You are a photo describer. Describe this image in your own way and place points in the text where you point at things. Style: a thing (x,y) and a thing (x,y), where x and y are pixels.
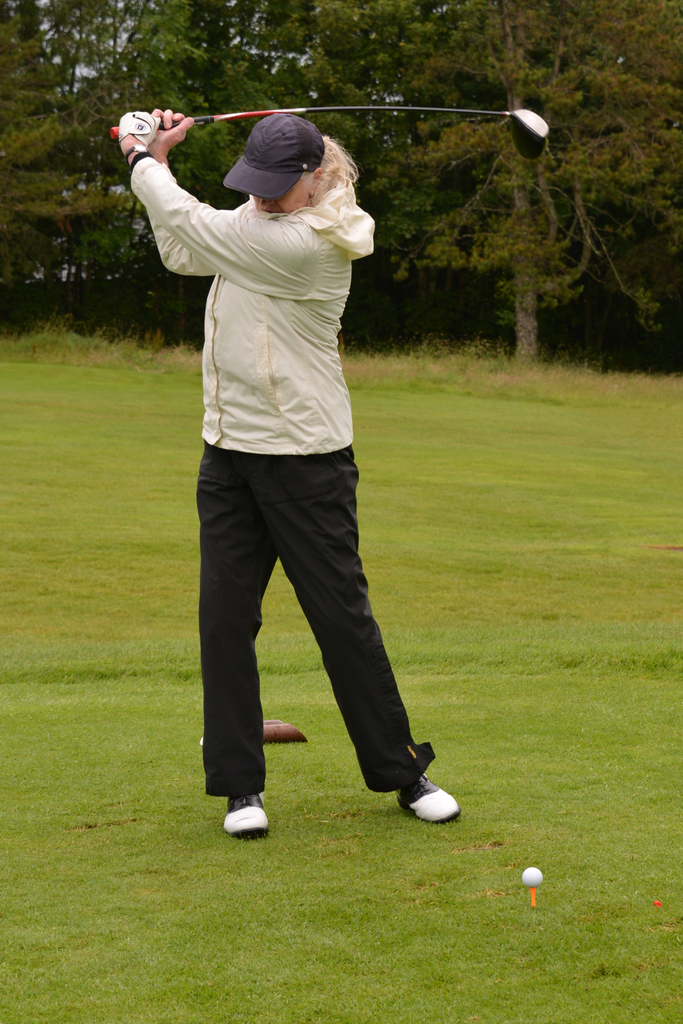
This is a playing ground (136,787). At the bottom (223,962), I can see the grass (92,942). In the middle of the image (320,442) there is a woman (218,397) wearing a jacket (249,305), cap (265,192) on the head (269,201), standing, holding a bat (220,121) in the hands (186,121) and playing golf. On the right side (533,880) there is a ball (529,883) on the ground (524,906). In a background (151,38) there are many trees (313,45).
